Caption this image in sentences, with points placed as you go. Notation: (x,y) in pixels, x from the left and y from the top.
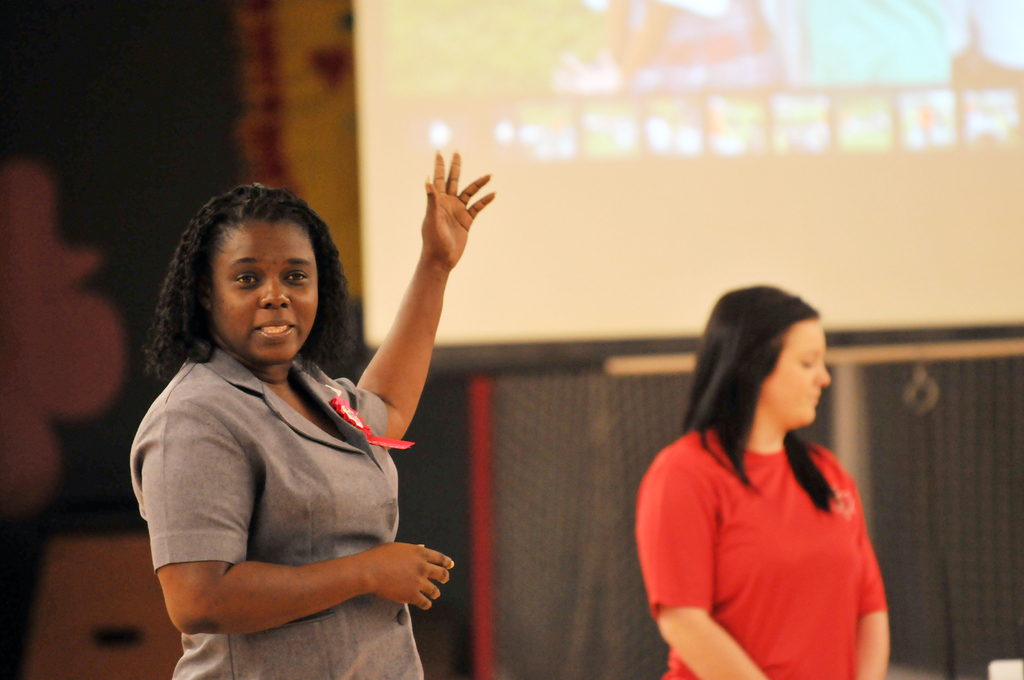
In this image, we can see two ladies (421,320) and in the background (680,159), there is a screen (790,193).
